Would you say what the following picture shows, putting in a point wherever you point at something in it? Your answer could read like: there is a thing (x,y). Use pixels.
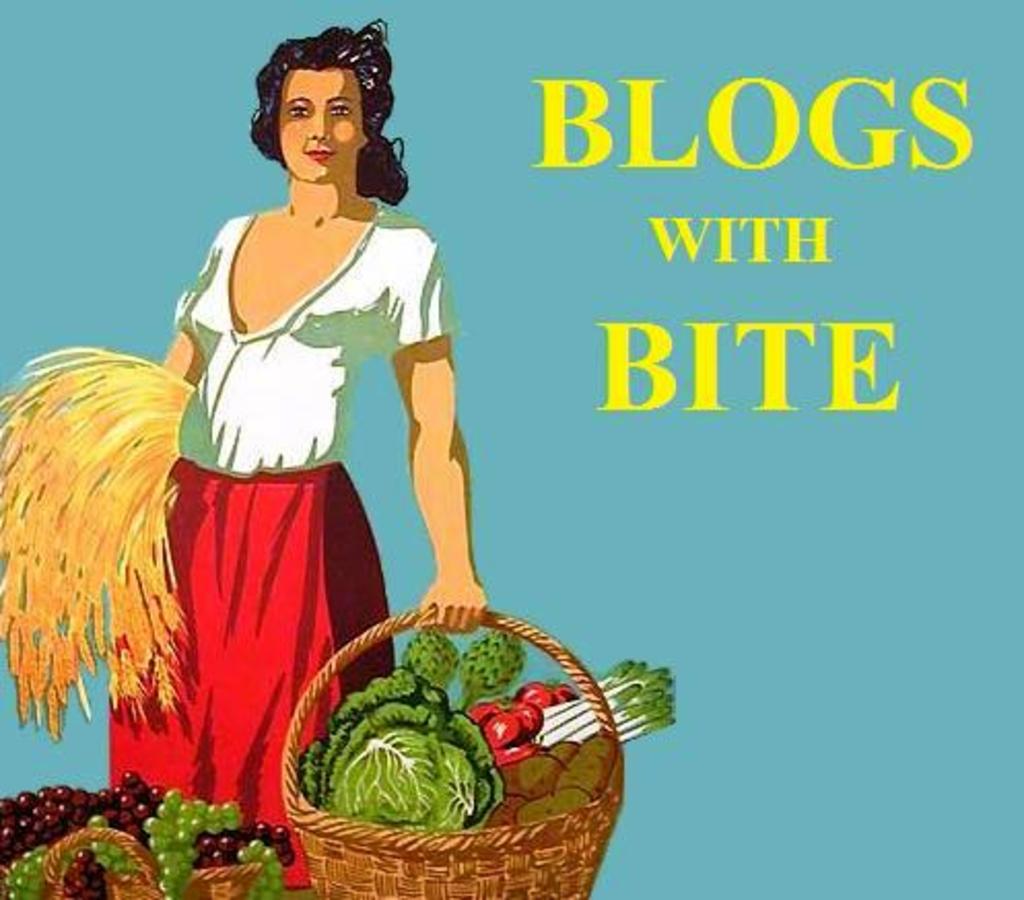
In this picture I can see there is a painting (300,13) of a woman (244,406) standing and she is holding a basket (499,873) with vegetables (392,813), she is holding paddy (91,602) and there is something written on the right side of the image (718,124) and there is a blue surface (545,408) in the backdrop (458,138).
